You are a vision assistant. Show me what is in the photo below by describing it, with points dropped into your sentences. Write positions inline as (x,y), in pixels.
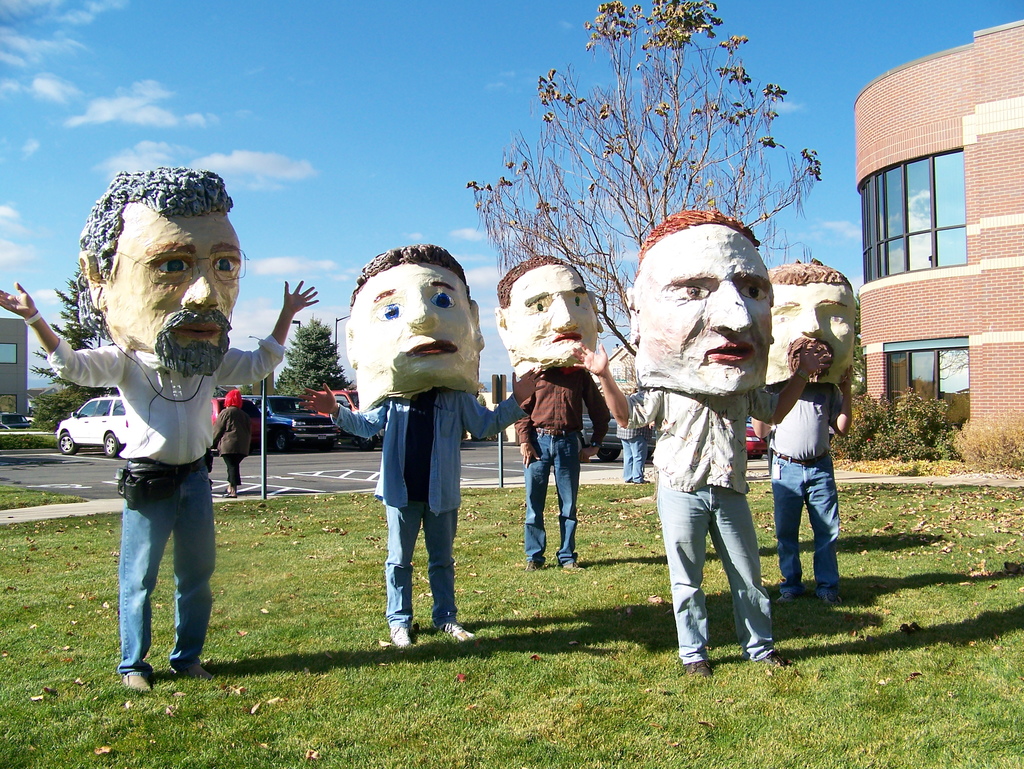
In this picture we can see five persons (431,507) are standing in the front (401,507), they are wearing masks (355,318), at the bottom (556,665) there is grass (574,710), we can see some vehicles (253,437), two persons (243,424) and trees (552,116) in the middle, on the right side (896,336) there is a building (939,325) and plants (926,426), we can see the sky (400,94) at the top of the picture (397,80).
